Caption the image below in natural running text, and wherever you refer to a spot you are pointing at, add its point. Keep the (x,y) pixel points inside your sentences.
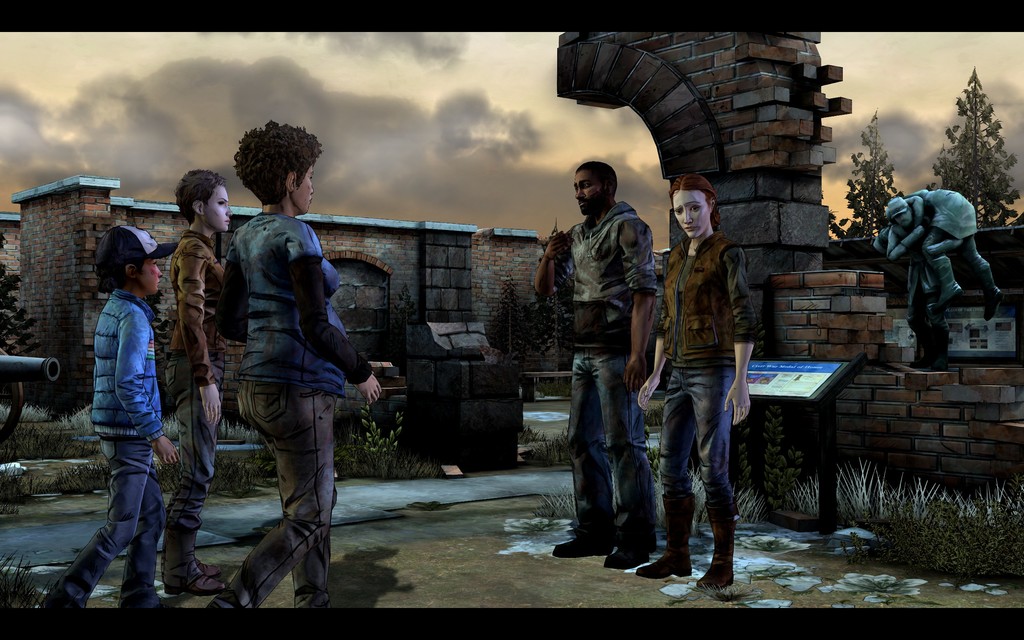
This is an animated picture, we can see few persons (670,407) standing, there is a sculpture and in the background (497,118) we can see buildings (536,328) and sky (445,127) with clouds (517,117).
